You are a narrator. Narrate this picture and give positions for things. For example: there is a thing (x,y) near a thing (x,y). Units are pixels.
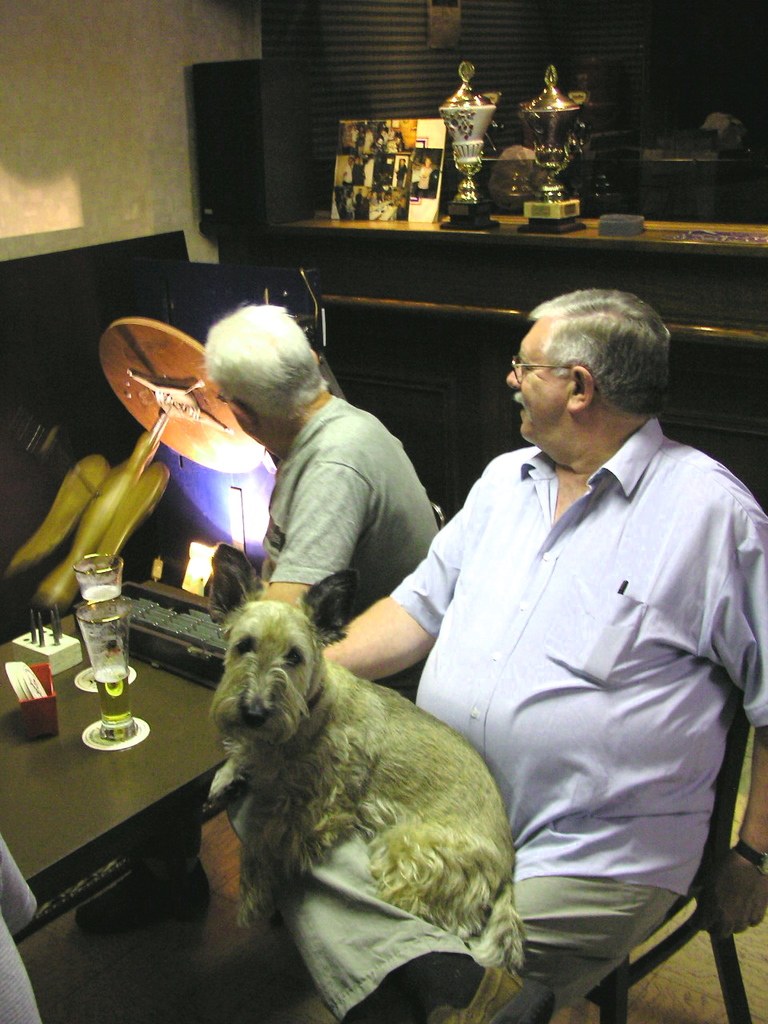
In this picture I can see couple of humans (489,527) sitting on the chairs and I can see couple of glasses (112,635) and few items (34,652) on the table (168,792) and I can see a dog (355,810). I can see a speaker (290,198), photo frame (351,193) and couple of mementos (528,128) on the table (766,250) in the back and I can see a wall (33,112) on the left side (139,112).
